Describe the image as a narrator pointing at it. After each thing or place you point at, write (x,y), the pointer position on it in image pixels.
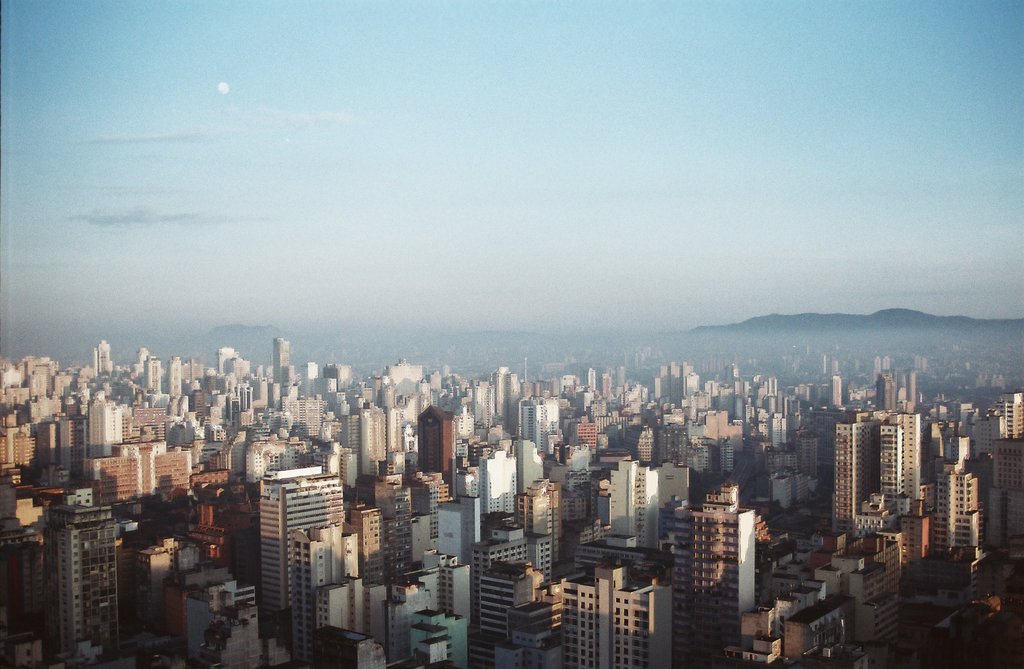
In this image, we can see some buildings (723,489). At the top of the image (324,124), we can see the sky (504,110).
